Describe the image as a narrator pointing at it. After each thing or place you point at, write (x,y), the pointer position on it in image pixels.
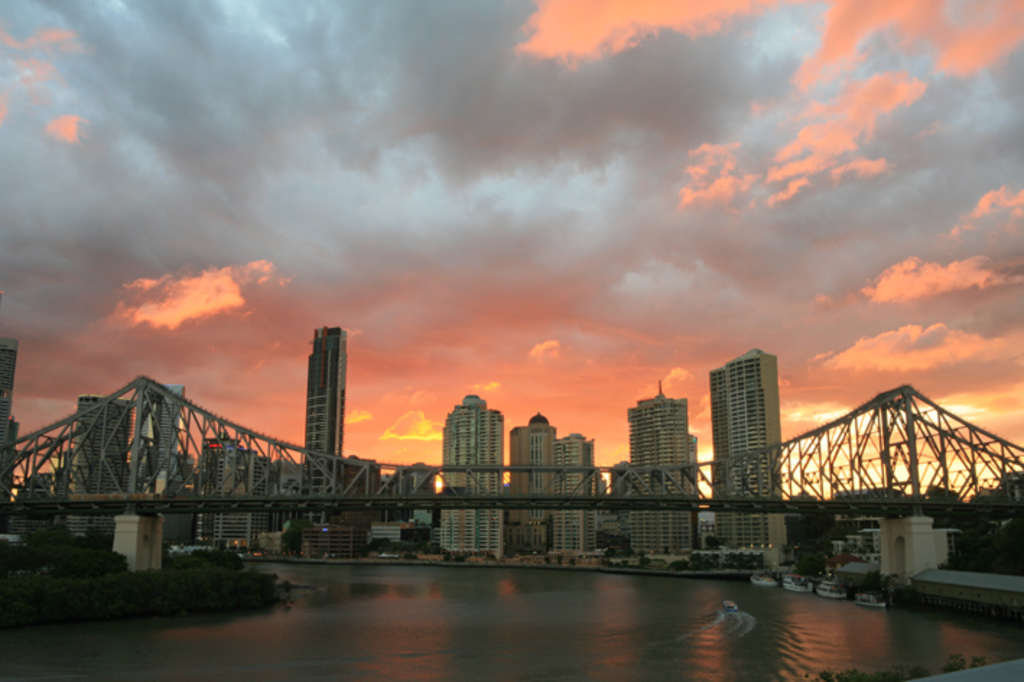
This looks like a river (396,639) with the water (398,643) flowing. These are the boats (873,603) on the water (747,610). I can see a bridge (342,496), which is across the river (800,608). These are the skyscrapers (568,447) and buildings (342,471). I can see the trees (109,590). These are the clouds (179,331) in the sky (893,249).
